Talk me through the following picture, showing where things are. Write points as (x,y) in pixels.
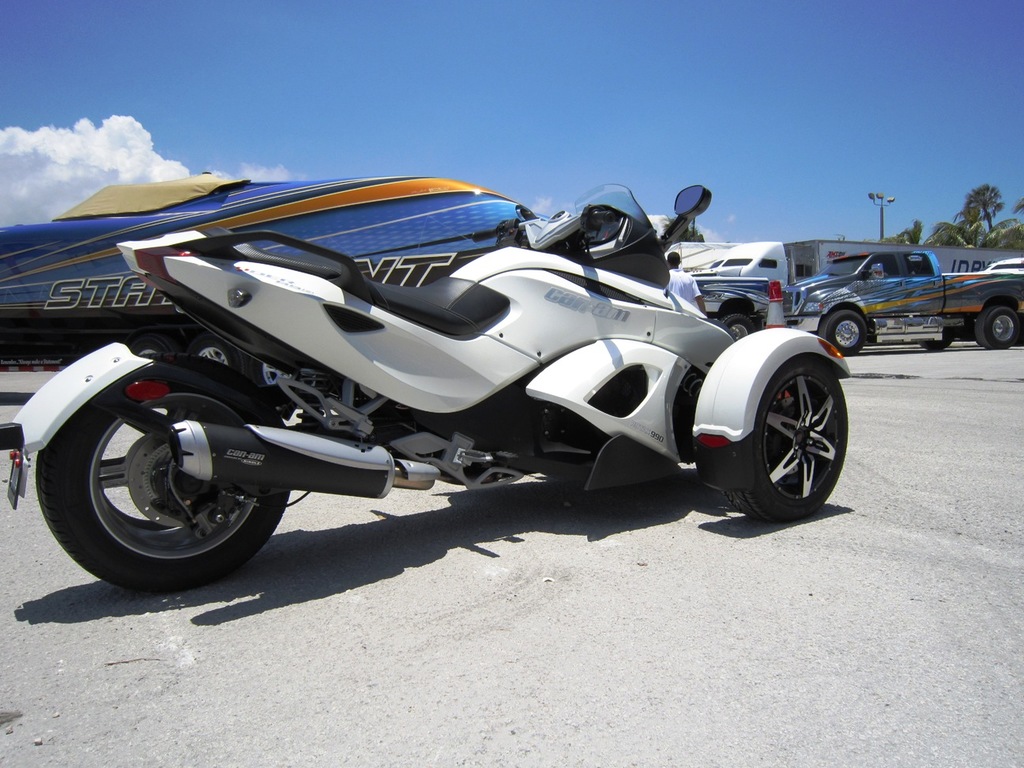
In this picture we can see a white color bike (428,399). On the right (976,283) we can see car (1000,300), truck (1000,300) and traffic cone (778,315). Here we can see a man (692,286) who is wearing white t-shirt (675,283). On the left (21,268) there is a boat (107,290) which is on the trailer (17,364). On the right (1008,240) we can see street light (883,229) and trees (944,236). Here we can see sky (305,86) and clouds (115,137).
